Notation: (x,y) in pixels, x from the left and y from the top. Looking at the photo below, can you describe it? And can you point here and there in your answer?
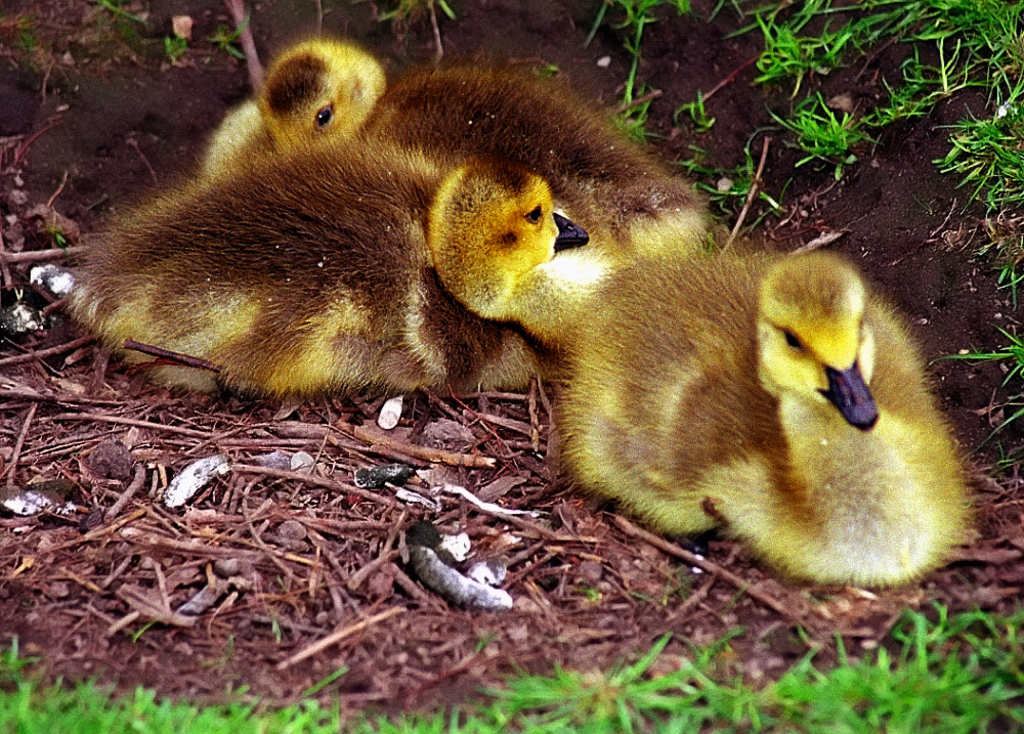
This picture consist of ducklings (542,179) in the center of the image (581,338) and there is greenery (136,716) in the image.
